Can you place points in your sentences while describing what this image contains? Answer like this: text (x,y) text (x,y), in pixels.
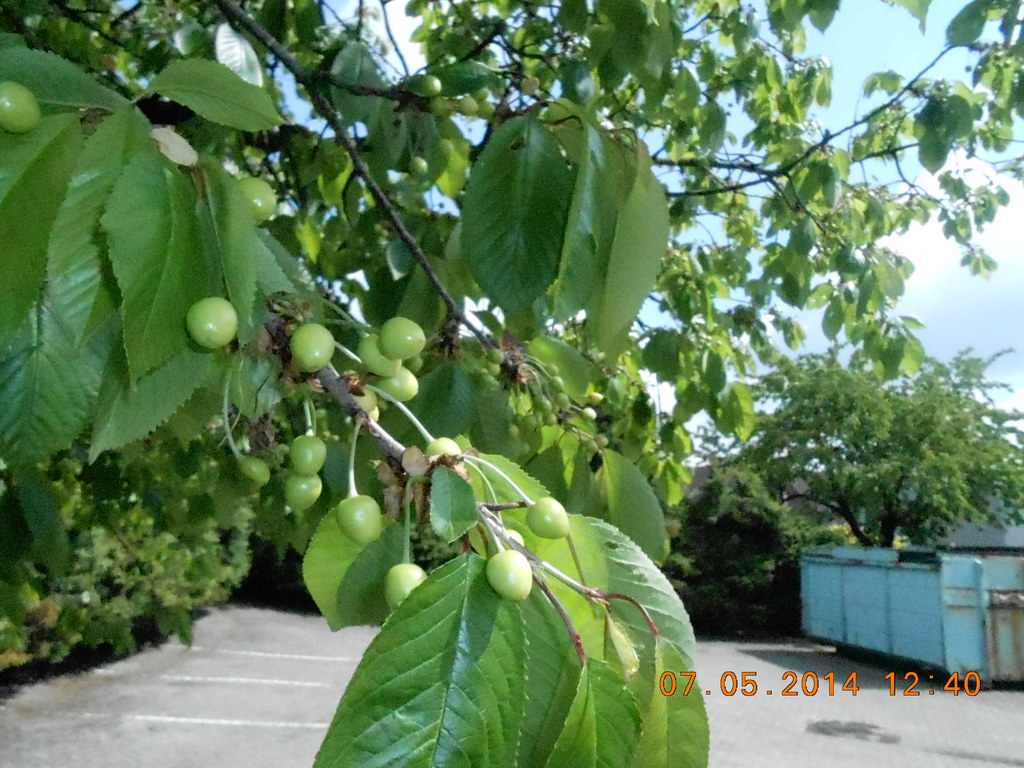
In this image there are trees (576,409) fruits (521,542), in the background (79,731) there is a land (992,747) on that land (1005,701) there is container (859,560), at the bottom (766,680) there is time (931,691) and date (672,684).
